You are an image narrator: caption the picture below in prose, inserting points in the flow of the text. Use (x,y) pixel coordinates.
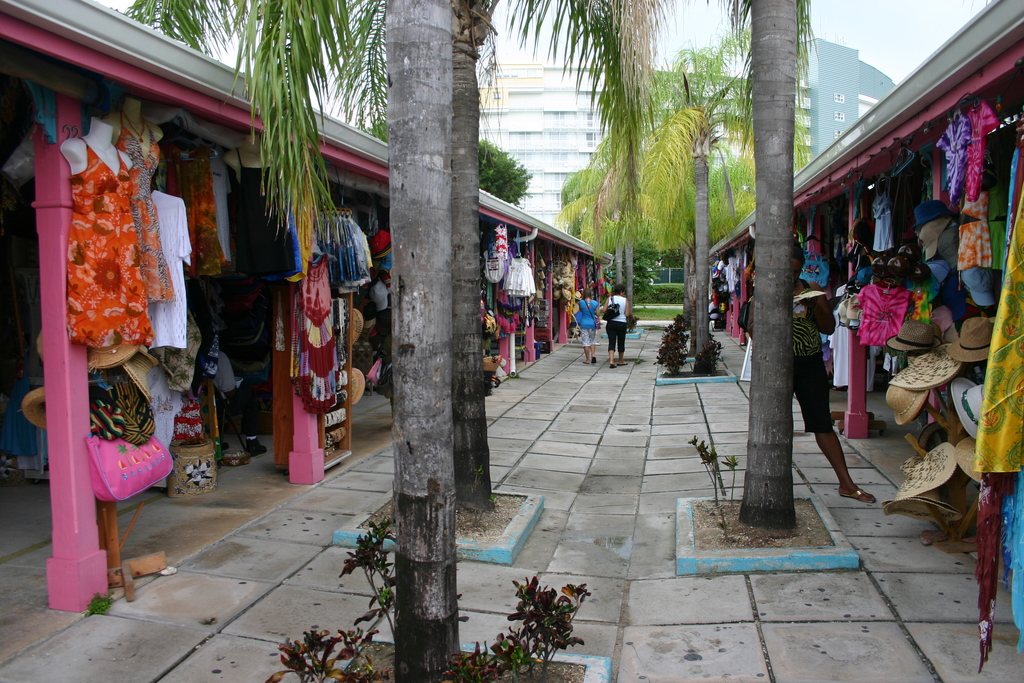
This picture describes about group of people (591,290), beside to them we can find few clothes (205,265), caps (127,418) and trees (436,330), in the background (852,97) we can see few buildings (837,114).
